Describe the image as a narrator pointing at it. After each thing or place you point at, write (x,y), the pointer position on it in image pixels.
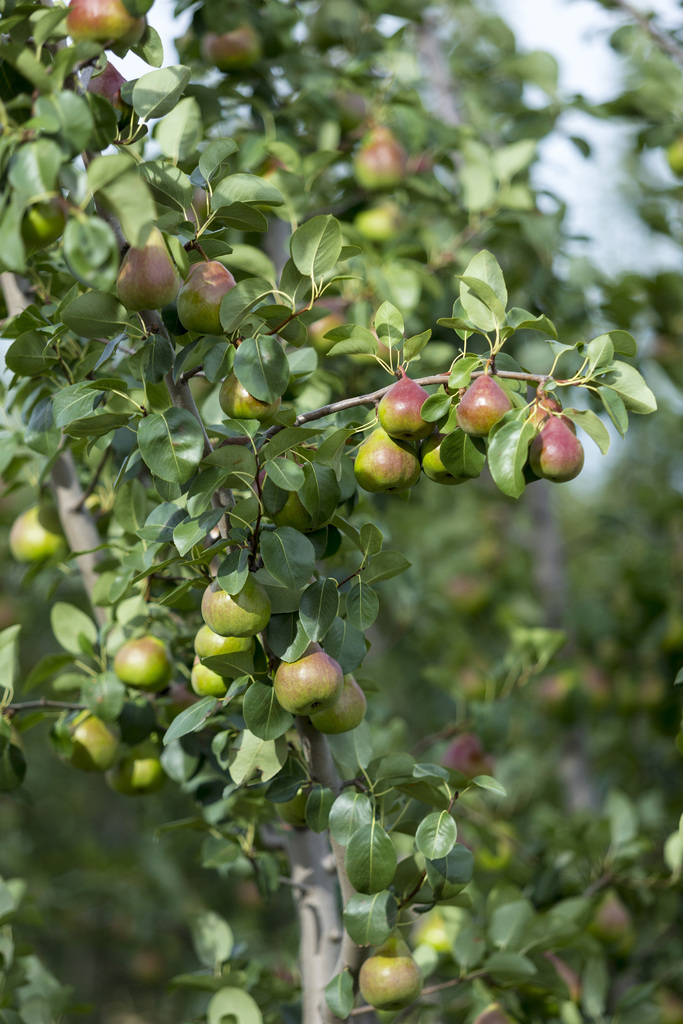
In this image I see the trees (439,35) on which there are leaves (69,102) and fruits (566,690) and in the background (506,261) it is blurred.
